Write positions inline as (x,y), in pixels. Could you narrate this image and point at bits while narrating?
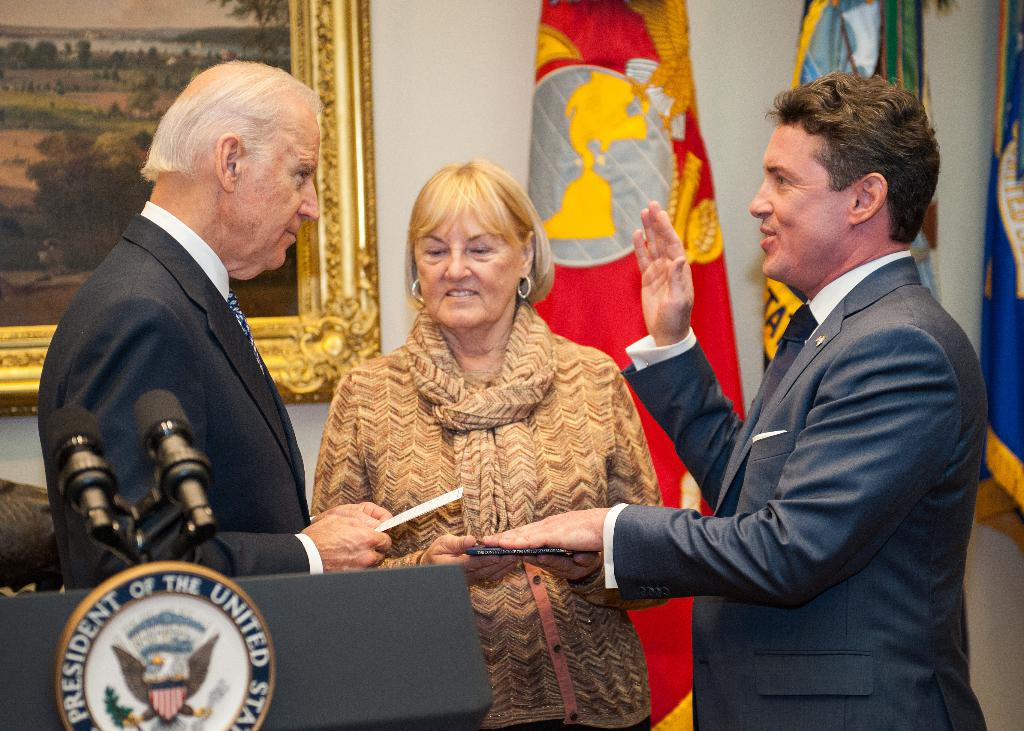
This image consists of three persons (363,437). The two men (190,332) are wearing dark suits (288,548). To the left (173,638), there is a podium (192,619) along with mics (107,505). In the background (145,11), there is a wall (504,97) on which a frame (180,50) is fixed. To the right (912,80), there are flags (1014,15).
